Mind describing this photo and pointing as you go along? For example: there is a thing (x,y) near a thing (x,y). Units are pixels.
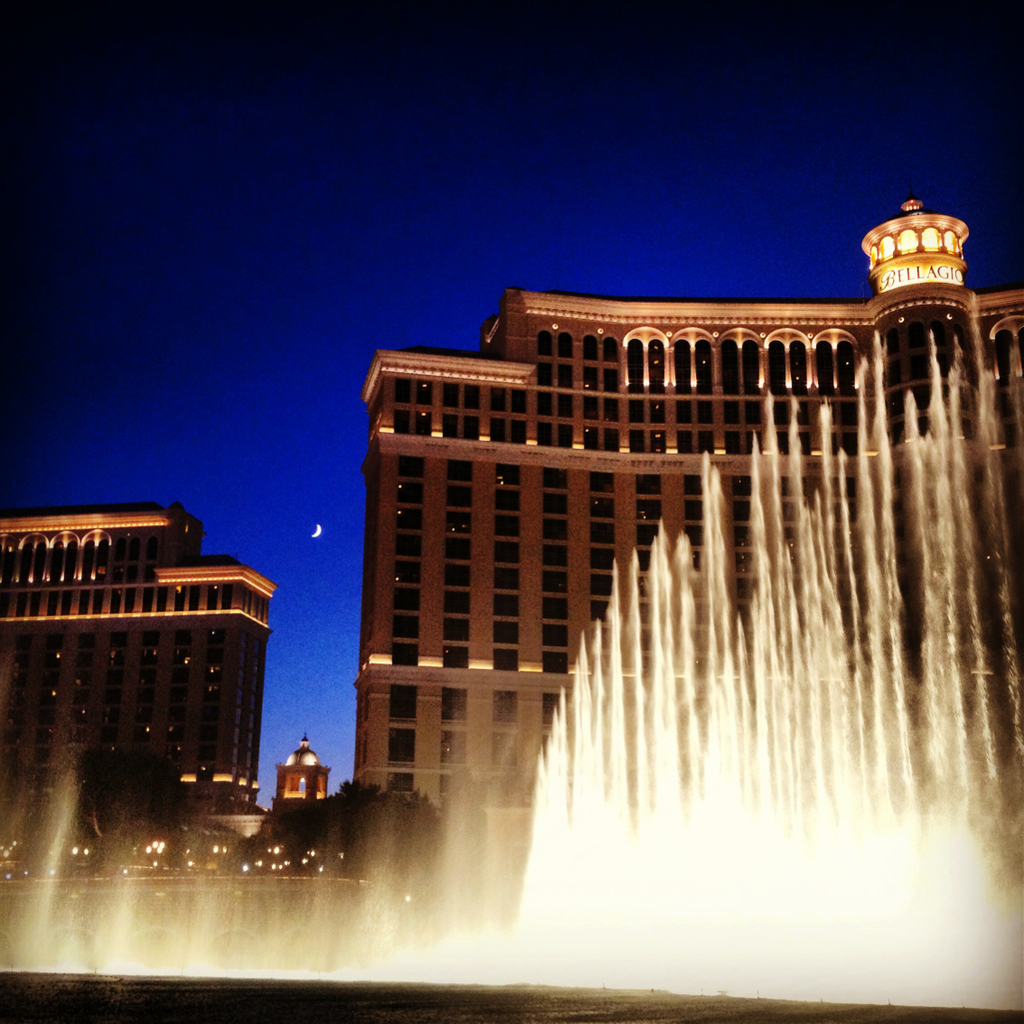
In front of the image there is a fountain (599,828). There are trees (309,823), buildings (307,749), lights (215,854). In the middle of the image (356,431) there is a moon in the sky (237,305).
